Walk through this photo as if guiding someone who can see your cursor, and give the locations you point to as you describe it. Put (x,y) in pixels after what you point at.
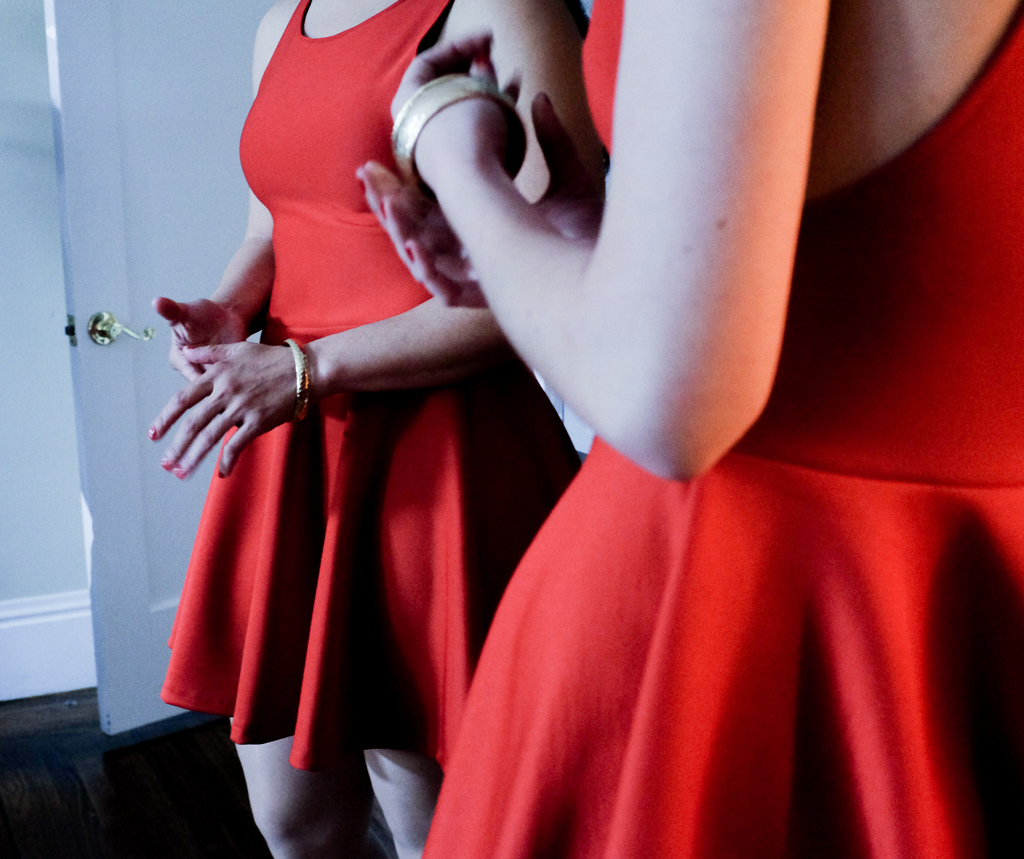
In this image we can see persons (319,687) standing on the floor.
